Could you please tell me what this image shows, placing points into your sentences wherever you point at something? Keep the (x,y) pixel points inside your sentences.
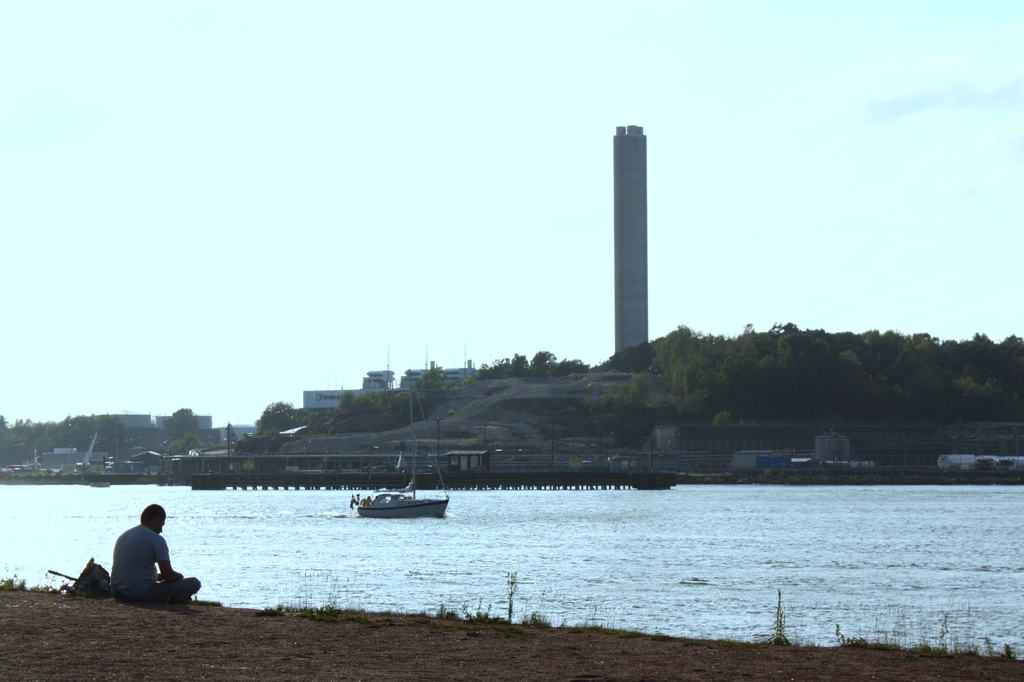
On the left side of the image (144,574) we can see a man (153,575) sitting on the ground (208,609), before him there is a river (411,571) and we can see a boat (373,517) in the river (514,495). In the background (747,450) there is a mesh (608,466), trees (703,400), tower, buildings (215,428), rock (472,408) and sky (459,284).
